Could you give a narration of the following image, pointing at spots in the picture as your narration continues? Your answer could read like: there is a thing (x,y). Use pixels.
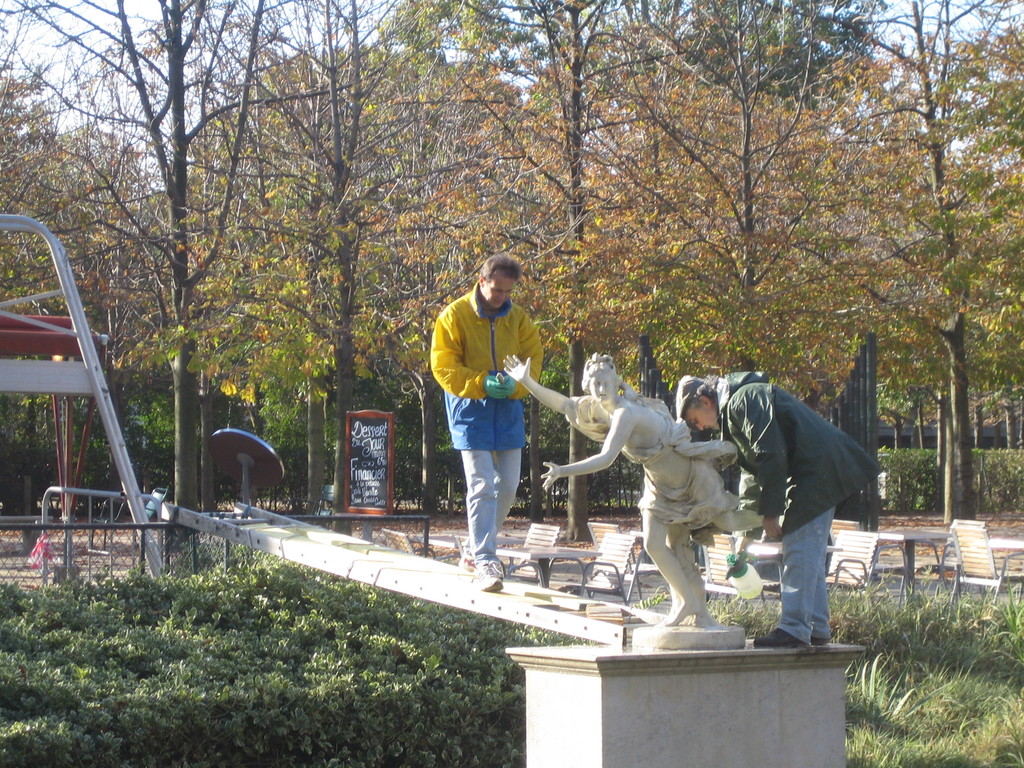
In front of the image there are two people (804,421) standing beside the statue (681,510). There are plants (74,618). There is grass (1007,743) on the surface (991,593). There are tables (888,539) and chairs (720,580). There is a board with some text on it. There is a railing (169,548). On the left side of the image (72,290) there is some metal object (60,369). There is a metal fence (337,515). In the background of the image (622,305) there are buildings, trees (828,237). At the top of the image (212,3) there is sky (258,14).
